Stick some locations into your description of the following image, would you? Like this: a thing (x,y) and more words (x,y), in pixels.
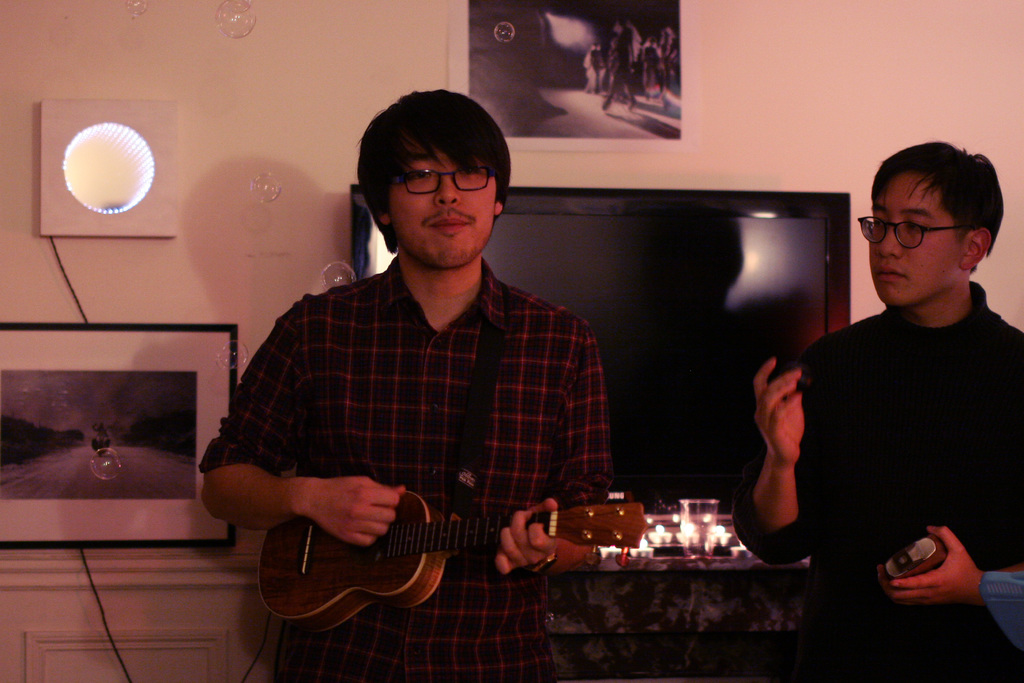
In this image I see a man (479,649) who is standing and holding a guitar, I can also see another man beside to him and he is also standing. In the background (1005,256) I see wall (49,609), a photo frame (149,500), television (733,423) and a paper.
